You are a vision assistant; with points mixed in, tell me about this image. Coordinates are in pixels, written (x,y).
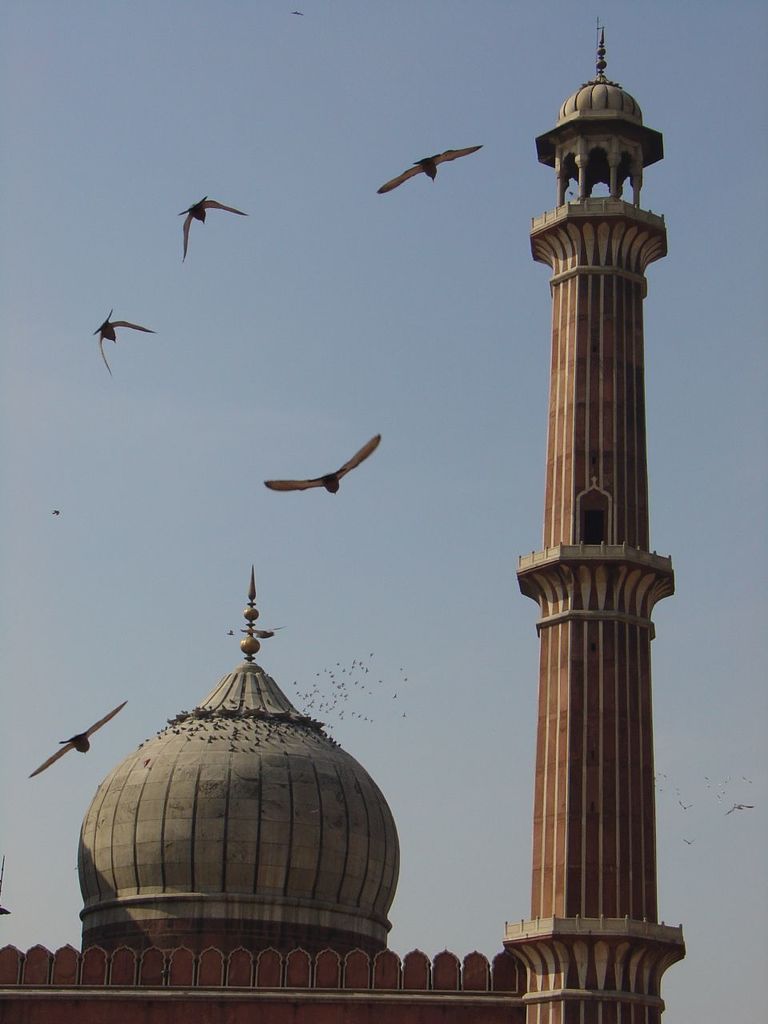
In this image there is a monument (179,1005) with tomb (350,844) and tower (613,590). There are birds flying in the air (374,242). At the top of the image (214,80) there is sky (242,108).
